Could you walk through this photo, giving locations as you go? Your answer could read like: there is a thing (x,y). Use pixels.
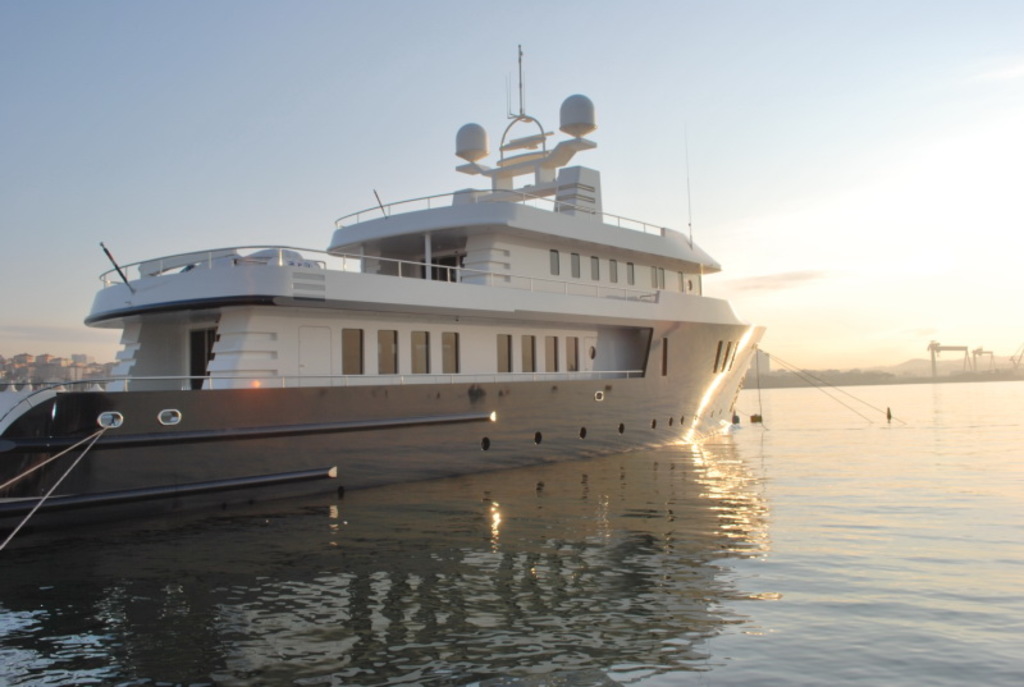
This picture shows a ship (594,319) in the water (571,475) and we see a blue cloudy sky (650,86) and few buildings (53,364).
